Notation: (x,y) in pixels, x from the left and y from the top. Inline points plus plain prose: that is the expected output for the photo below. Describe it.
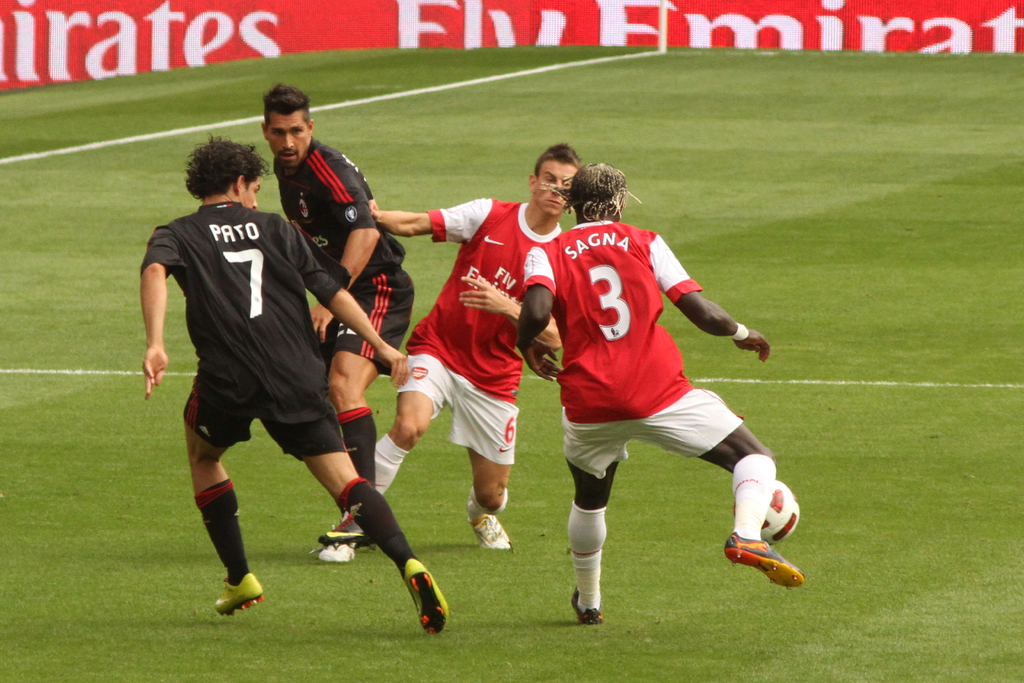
In this picture we can see four men (489,311) where two are in red color and black color T-Shirts (297,213) and they are running on ground (822,493) for ball (786,521) and in background (504,29) we can see banner (876,42).
